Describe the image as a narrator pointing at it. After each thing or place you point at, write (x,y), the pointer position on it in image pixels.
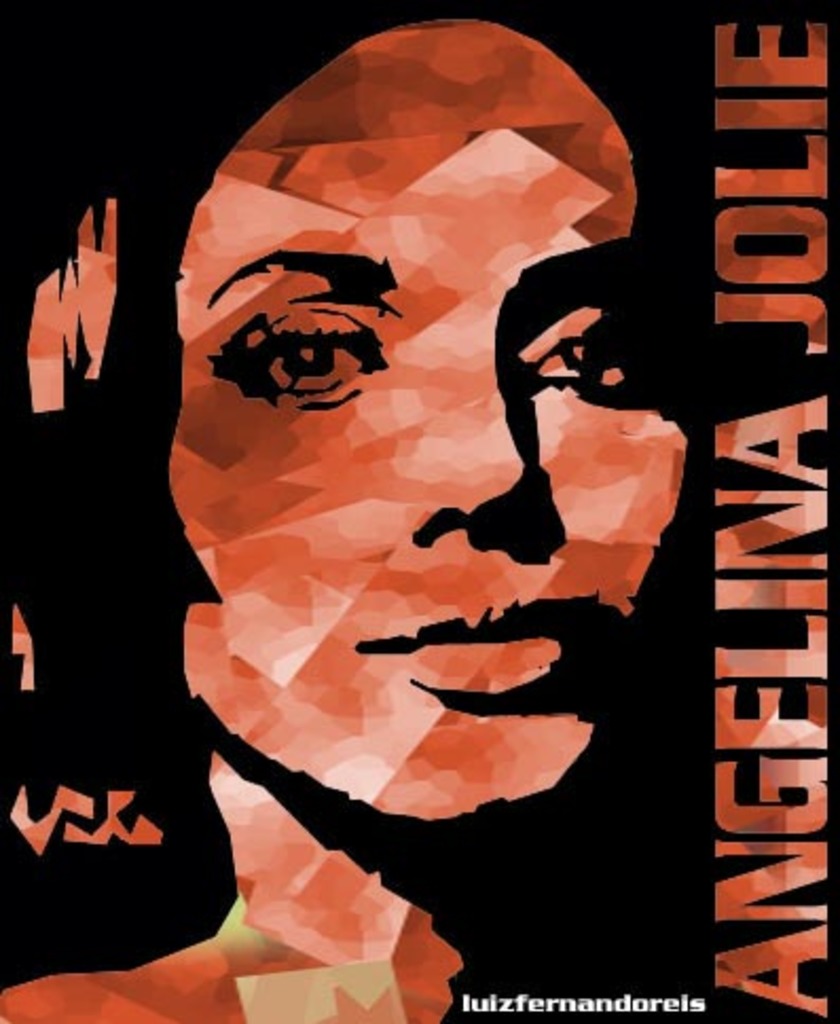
In this image we can see a poster (524,488). In the poster (158,591) we can see the face (275,470) of a person (235,577). On the right side (736,969), we can see the text (745,959). At the bottom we can see the text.
